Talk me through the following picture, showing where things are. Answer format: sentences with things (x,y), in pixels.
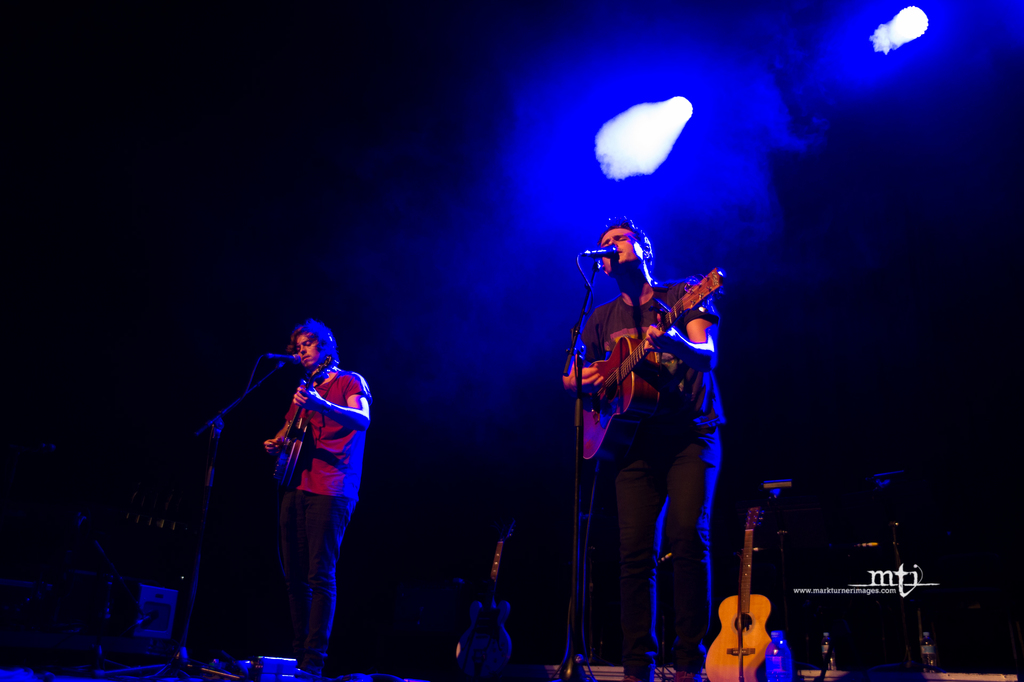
In this image there are two men (634,485) who are playing the guitar (598,399) and singing with the mic (599,252) which is in front of them. At the top (633,148) there are focus lights (671,119).
